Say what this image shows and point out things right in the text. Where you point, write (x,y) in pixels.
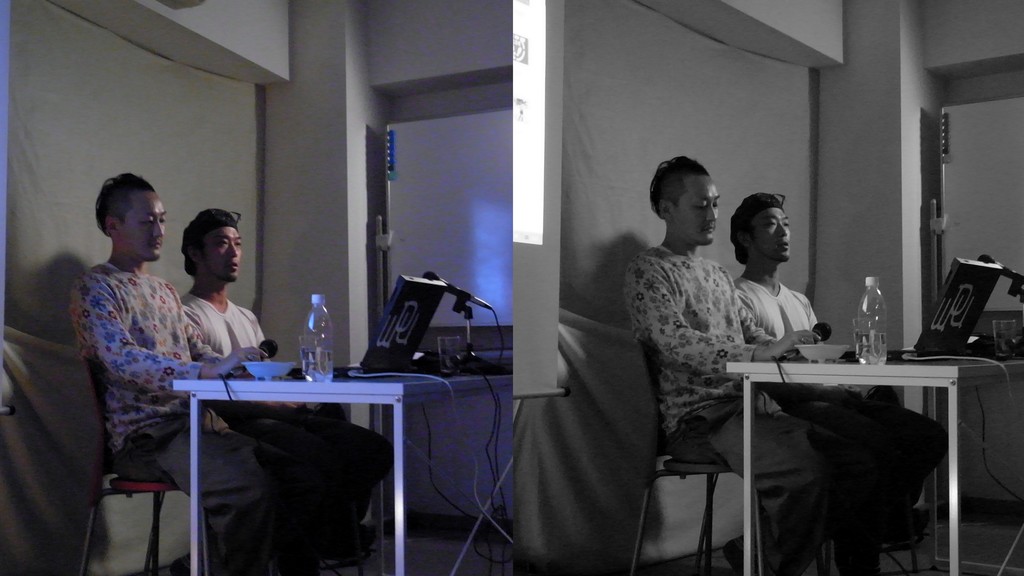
In the given image we can see two persons (192,327) are sitting on a chair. There is a table (345,384) on which a system (374,346) and water bottle (332,352) is placed.
